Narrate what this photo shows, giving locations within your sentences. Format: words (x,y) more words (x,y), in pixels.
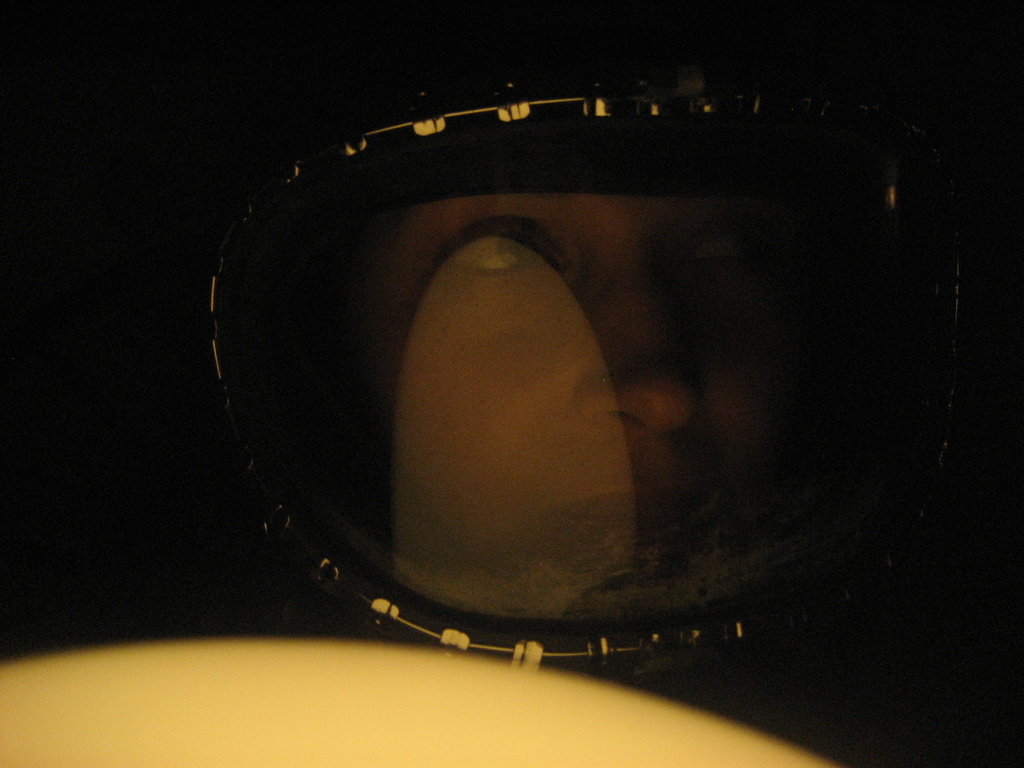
In this image at front (491,306) there is a person (660,309) wearing the helmet (551,97).
